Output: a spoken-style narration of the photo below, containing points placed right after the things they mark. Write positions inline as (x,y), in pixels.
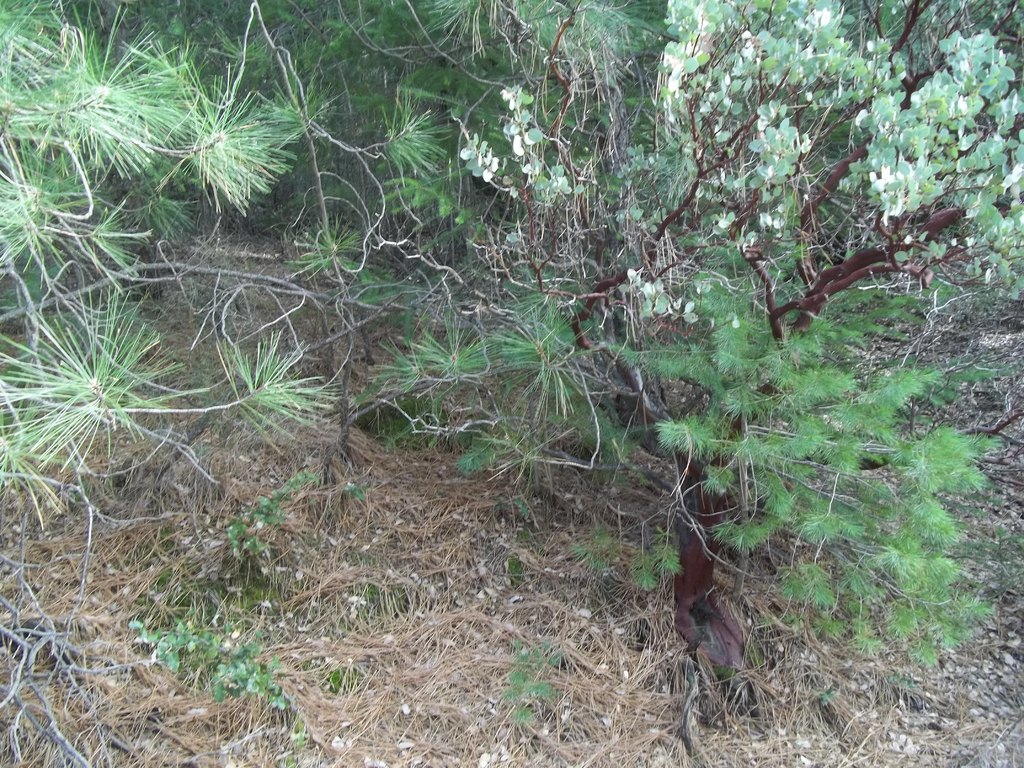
In this picture there are different types of trees (439,274). At the bottom (390,554) there is grass (375,706) and there are tree branches (951,627).
